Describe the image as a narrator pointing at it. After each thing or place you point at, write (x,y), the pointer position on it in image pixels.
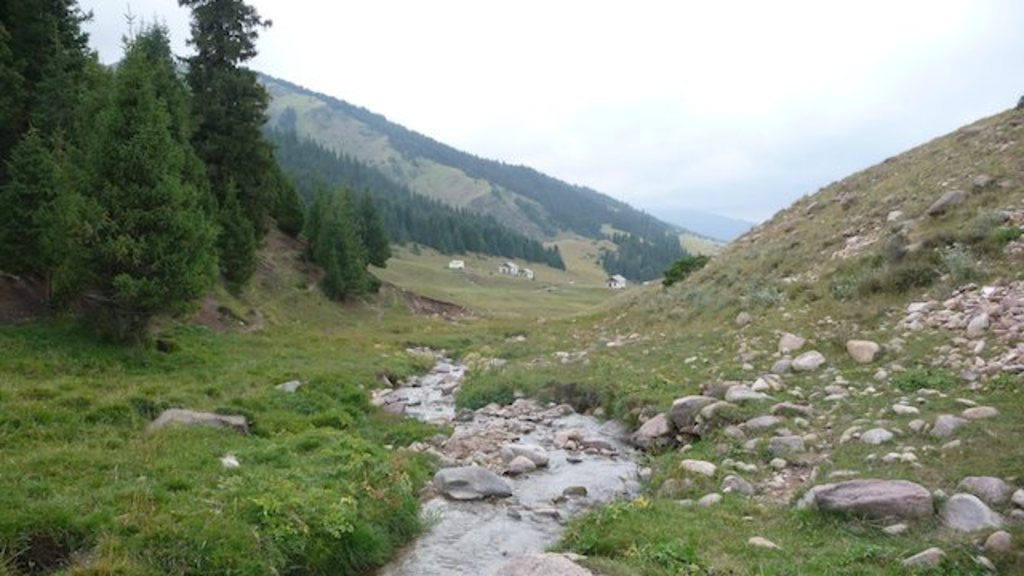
In this image at the bottom (337,473) there is some water (456,518), and there is grass (370,412), rocks (780,419), stones (1003,533), and trees (186,182). And in the background (386,205) there are mountains (942,178) and trees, at the top (561,128) there is sky (525,115).
